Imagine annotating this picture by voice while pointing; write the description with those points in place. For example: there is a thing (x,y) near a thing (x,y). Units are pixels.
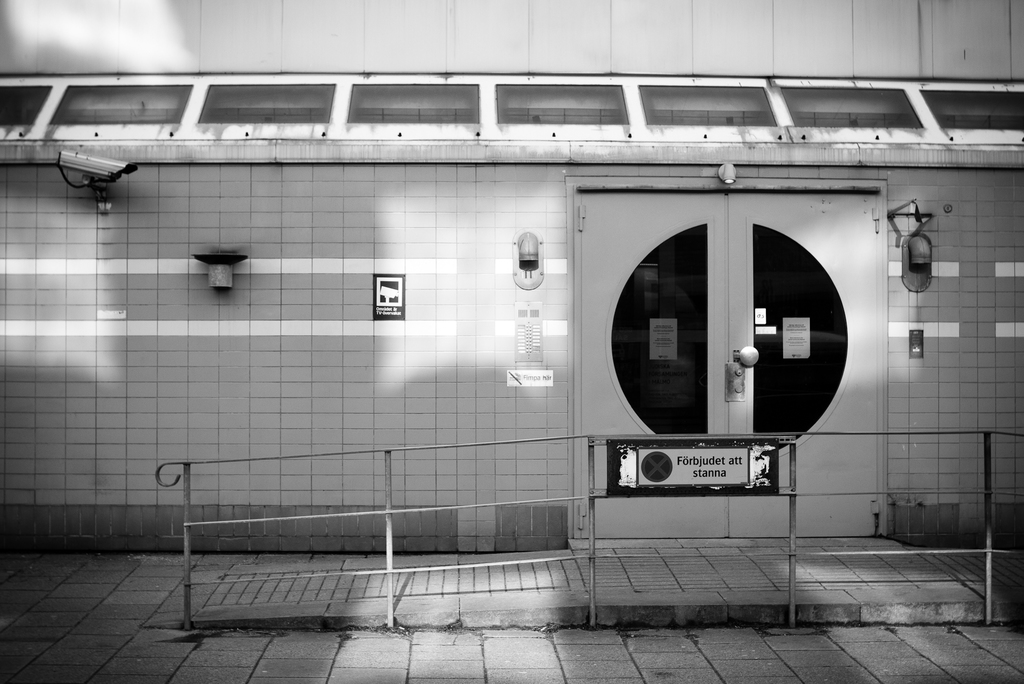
This is a black and white picture where we can see the steel railing (605,444), a board (695,486), doors (737,374), CC camera (125,174) and lights (928,247) fixed to the wall (475,214).
